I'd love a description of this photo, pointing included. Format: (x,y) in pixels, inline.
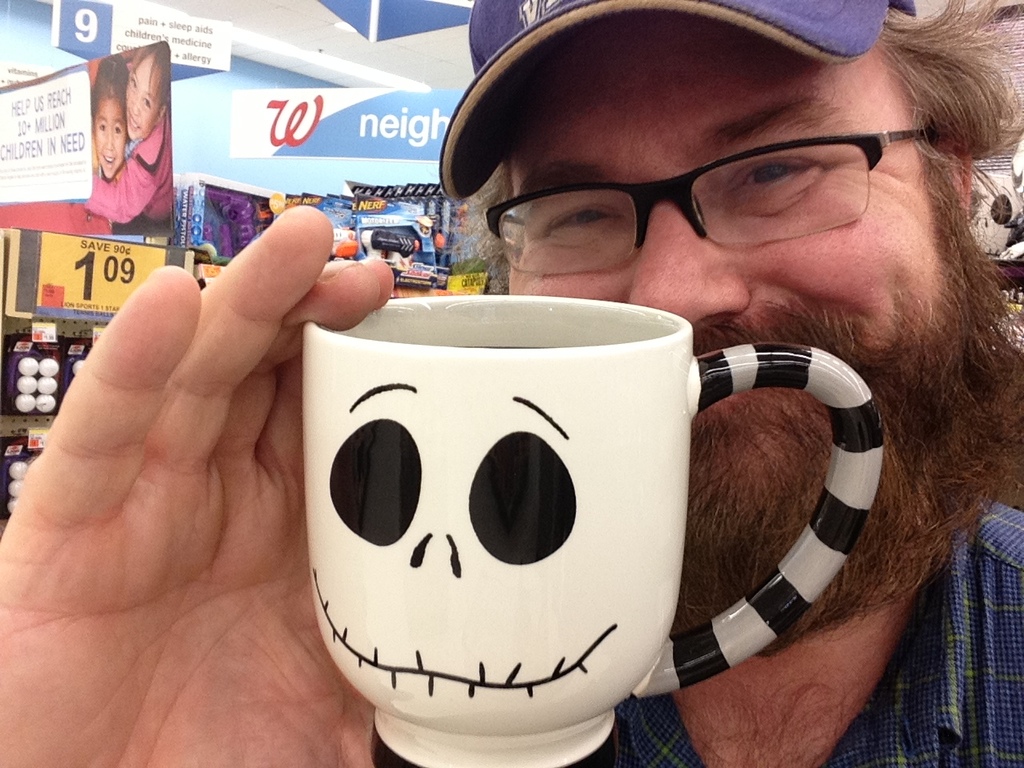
This man (724,171) is holding a cup (405,542) and wore spectacles (771,190) and cap (818,39). Far there are posters (99,159) and toys (406,216).
